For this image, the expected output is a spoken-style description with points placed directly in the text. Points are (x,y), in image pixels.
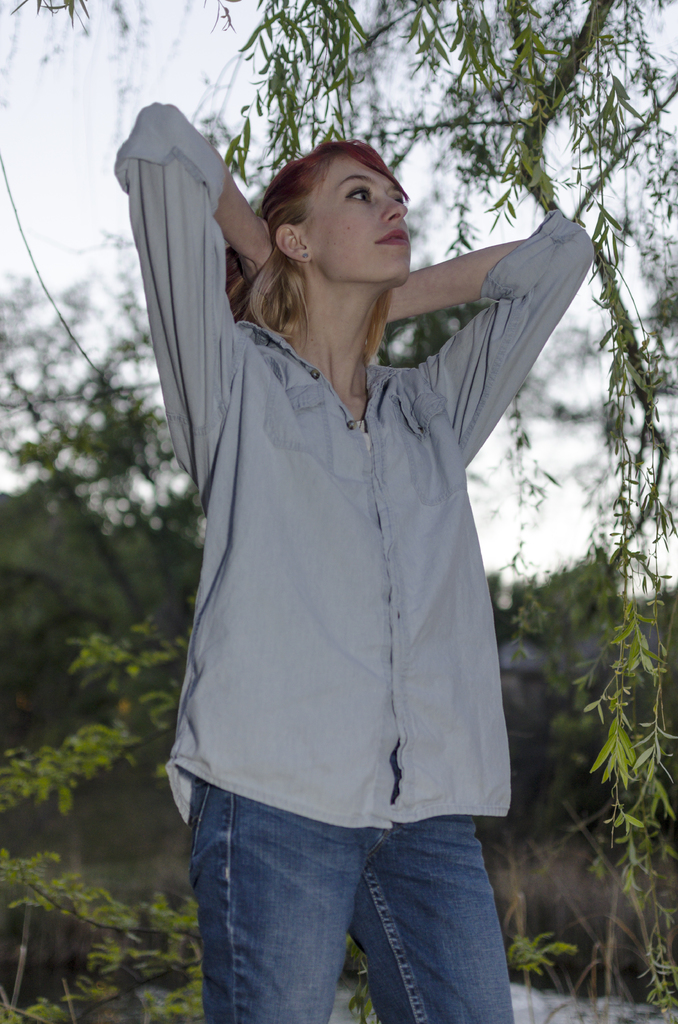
In this picture we can see a woman (332,596), behind to her we can find few trees (503,107).
